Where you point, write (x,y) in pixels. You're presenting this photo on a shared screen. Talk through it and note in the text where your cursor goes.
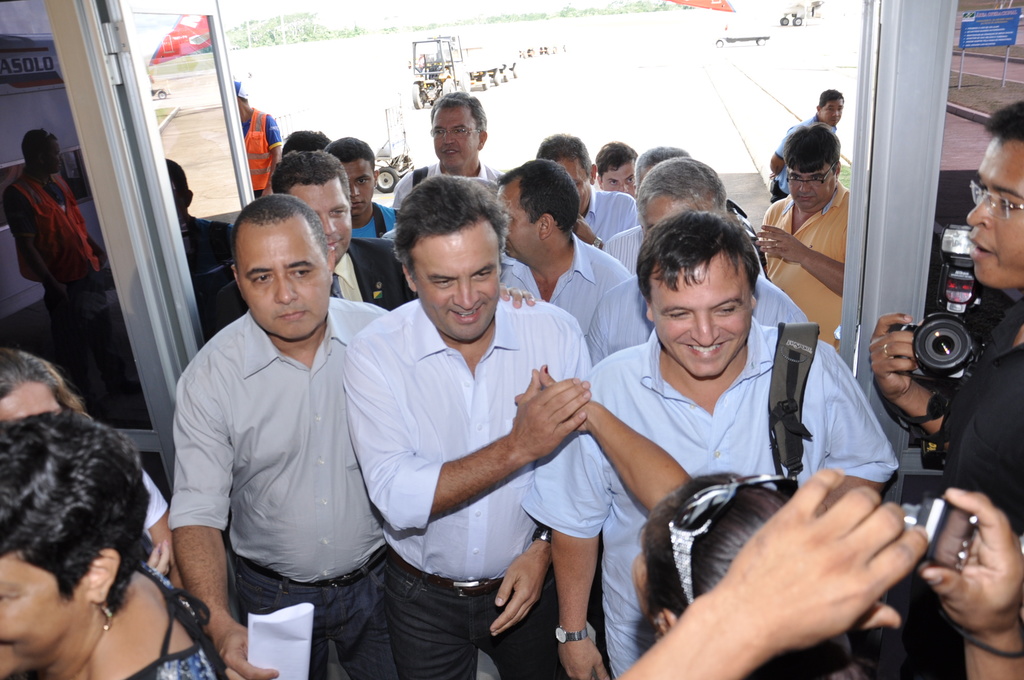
In this image, we can see people (846,203) and some are holding objects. In the background (242,177), there are glass doors (135,158) and we can see vehicles (428,69) on the road (362,57) and there are boards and we can see trees (308,37).
